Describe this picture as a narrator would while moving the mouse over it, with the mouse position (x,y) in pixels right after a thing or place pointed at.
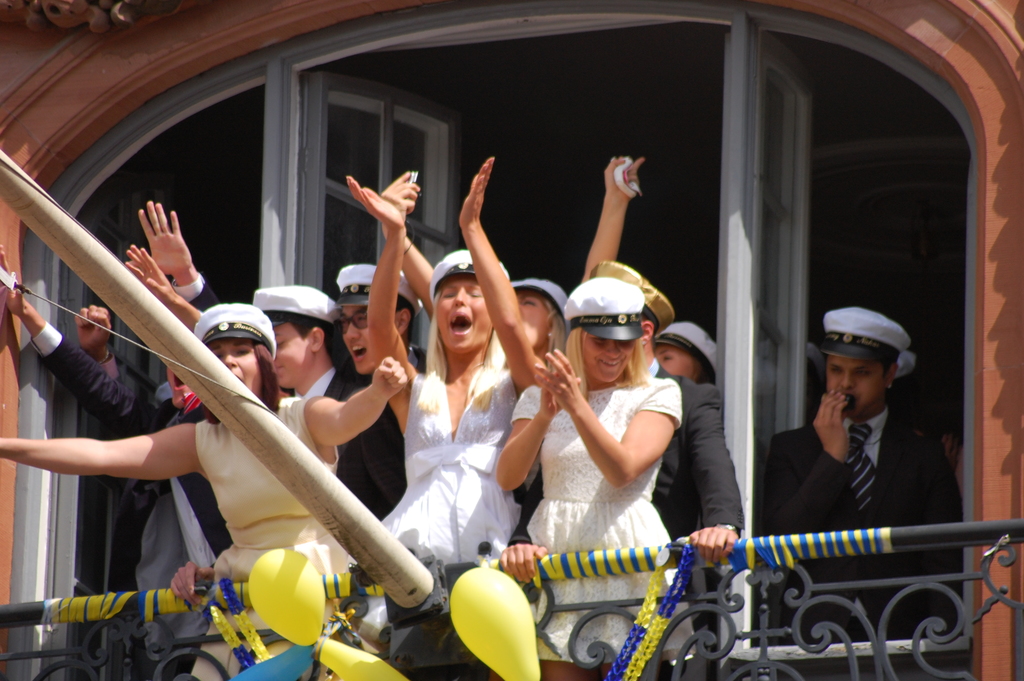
In this image, we can see people (614,417) and are wearing caps (300,291) and some are wearing coats (703,395) and holding some objects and we can see doors (323,74) and a wall (117,107). At the bottom (337,523), there is a rod (377,582) and we can see balloons (291,607), streamers (244,608) and a railing (353,592).
